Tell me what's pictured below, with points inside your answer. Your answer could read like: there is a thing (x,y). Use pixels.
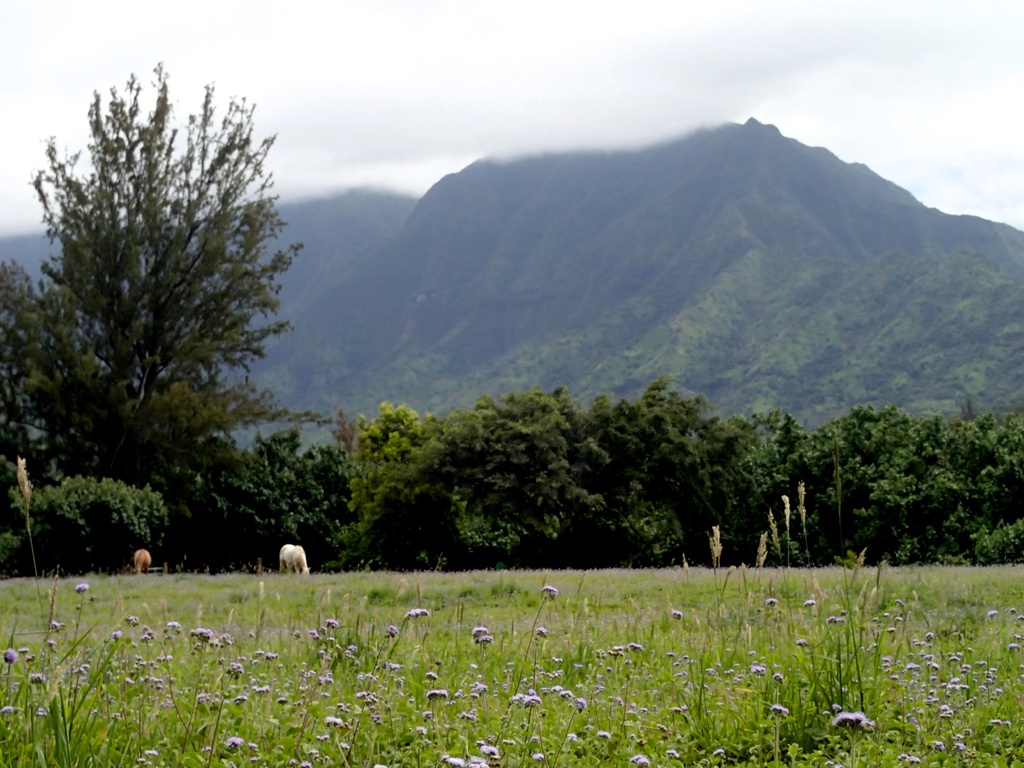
In this image we can see grass (530,627), plants (196,746), flowers (963,685), animals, and trees (226,424). In the background (554,314) we can see mountain (600,163) and sky (621,85).
